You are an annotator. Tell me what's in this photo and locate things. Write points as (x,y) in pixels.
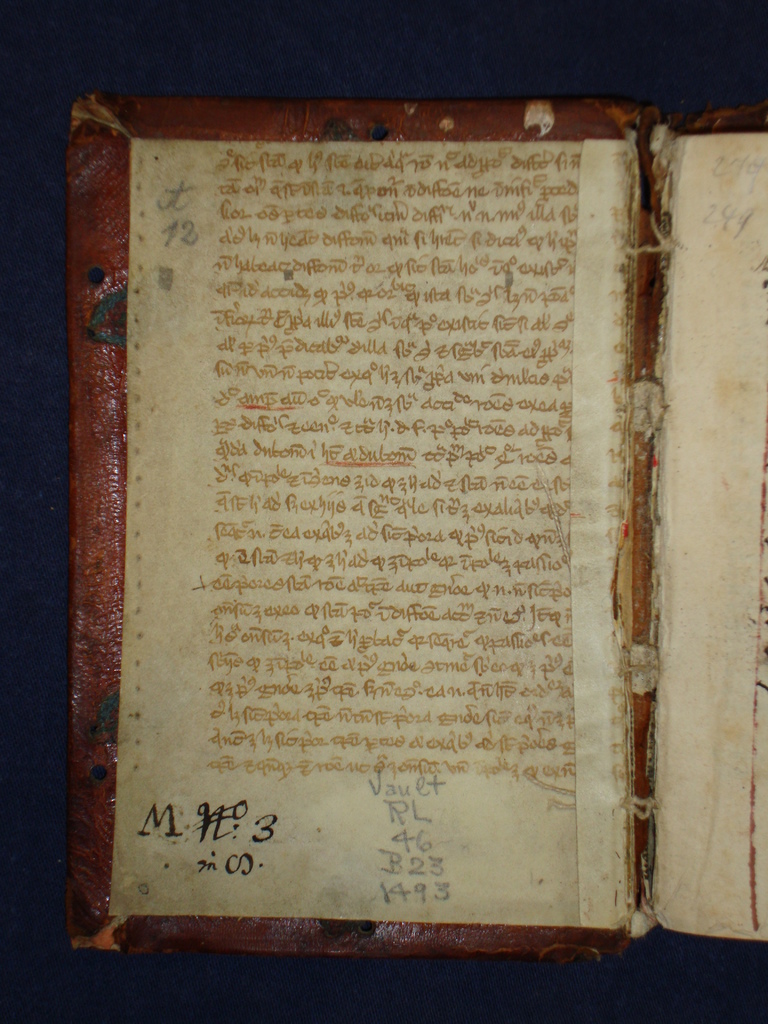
In this image I see a book (644,908) on which there are papers (312,296) and I see words (299,578) written on it and I can also see the numbers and in the background (721,52) it is a bit dark.
